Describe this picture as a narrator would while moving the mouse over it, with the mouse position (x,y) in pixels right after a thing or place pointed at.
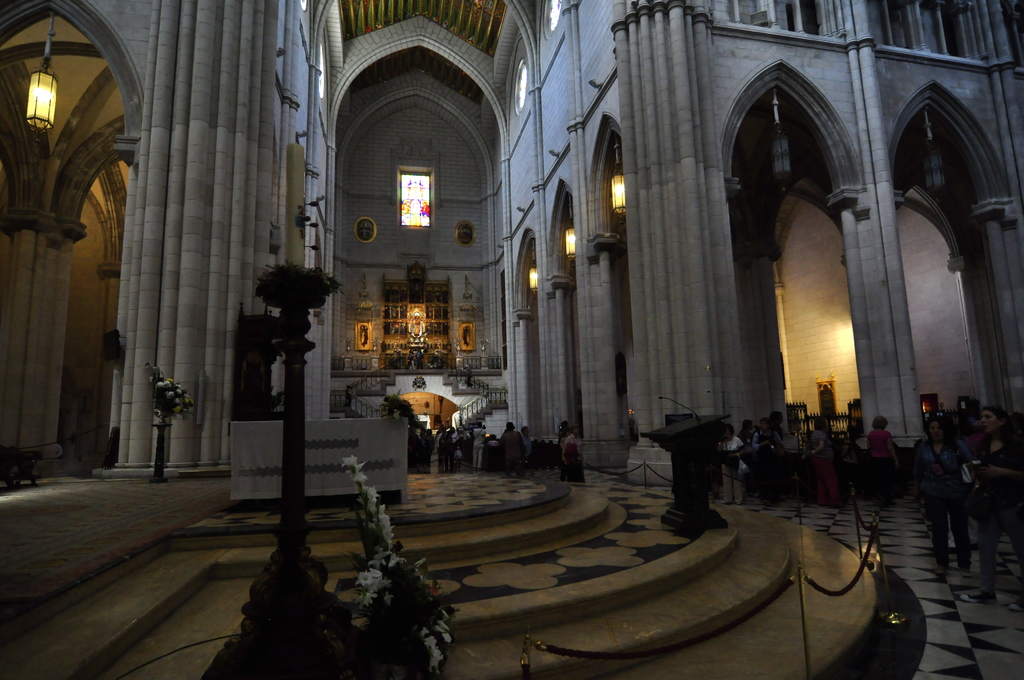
This is an inside picture of a building (142,78), in the building (133,69) we can see a few people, there are some poles (304,400), lights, flower bouquets (357,612), pillars (548,243), grille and stands (295,491), in the background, we can see a photo frame (361,230) on the wall (421,236) and also there is a statue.
